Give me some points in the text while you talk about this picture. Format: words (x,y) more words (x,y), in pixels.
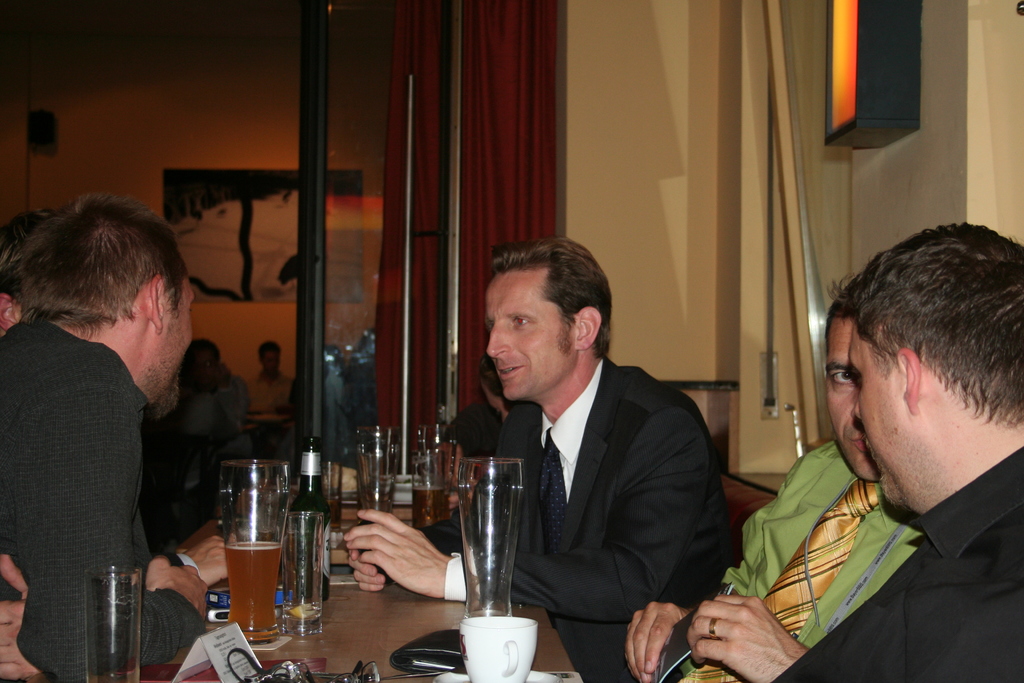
In this picture, In the middle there is a table (410,641) in brown color and there are some glasses (315,524) and bottles (308,565) on the table (332,598), There are some people (715,658) sitting on the chairs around the table (342,612), in the background (490,113) there is a red color curtain (493,98) and there is a wall (643,125) which is in yellow color.
